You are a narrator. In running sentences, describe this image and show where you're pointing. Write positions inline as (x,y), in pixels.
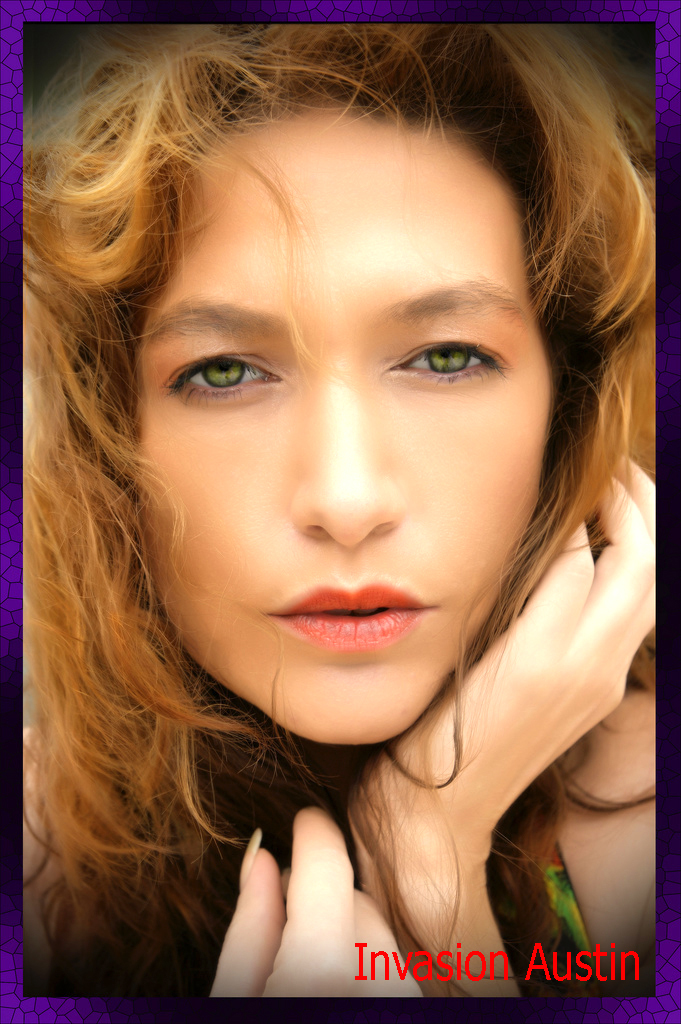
In this image in the center (270,548) there is one woman (286,754), and at the bottom of the image (496,952) there is some text (482,961).
